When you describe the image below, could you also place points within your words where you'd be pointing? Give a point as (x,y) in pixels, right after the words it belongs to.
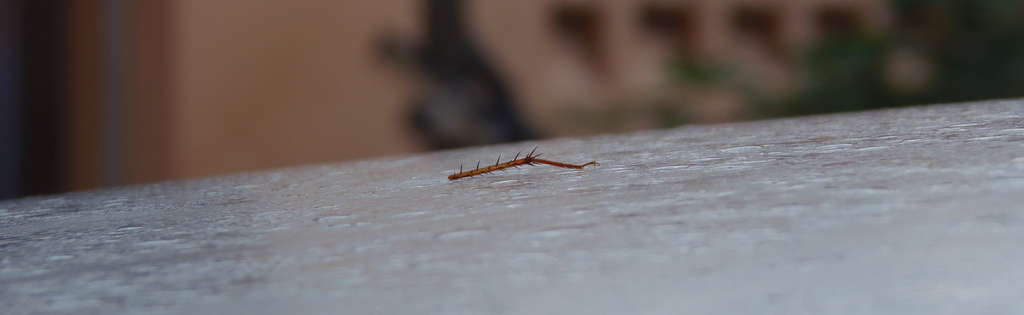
In this image we can see the insect leg (511,163) on the surface (431,207) and the background (797,8) is blurred.
